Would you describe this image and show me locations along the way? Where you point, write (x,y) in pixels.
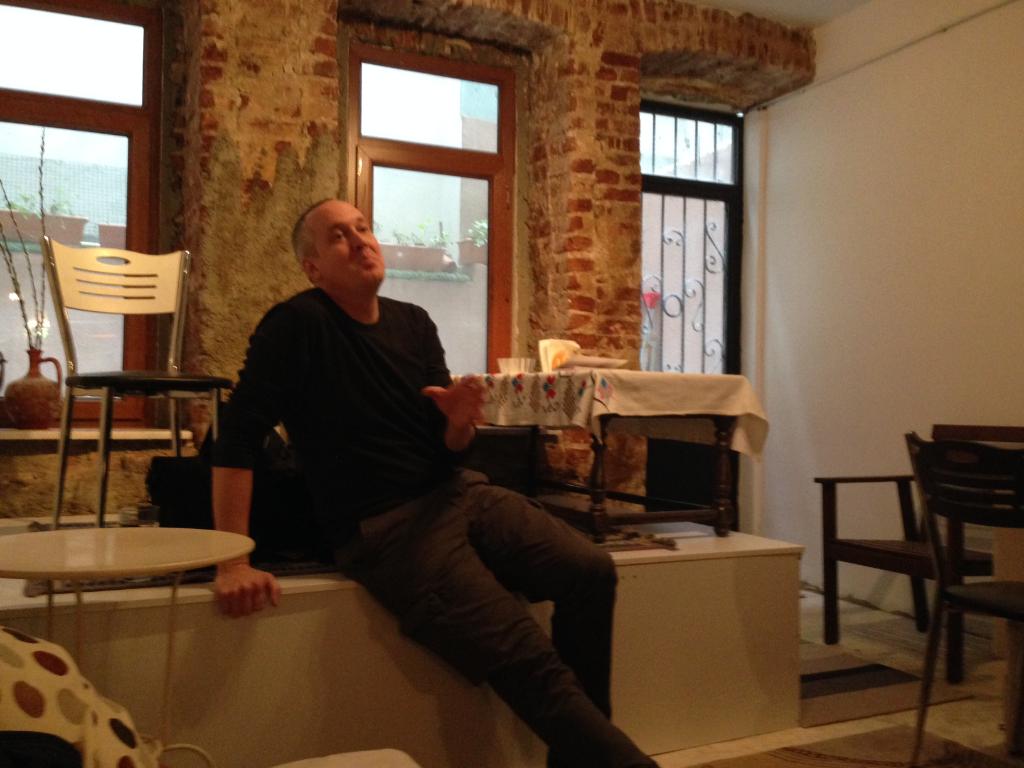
There is a man (400,433) wearing a black T-shirt (393,430) and trouser (441,594) sitting. I can see a chair (140,381). This is a small table (127,567). This is a table (623,379) covered with white cloth (632,382) and some objects (567,359) are placed on it which are white in color. At right corner of the image (934,493) I can see two empty chairs (932,547). At background (28,389) I can see a small flower pot (29,375) with some stems (42,326) inside it. This is a window (413,203), And this is a wall (268,143) with bricks (311,126).
